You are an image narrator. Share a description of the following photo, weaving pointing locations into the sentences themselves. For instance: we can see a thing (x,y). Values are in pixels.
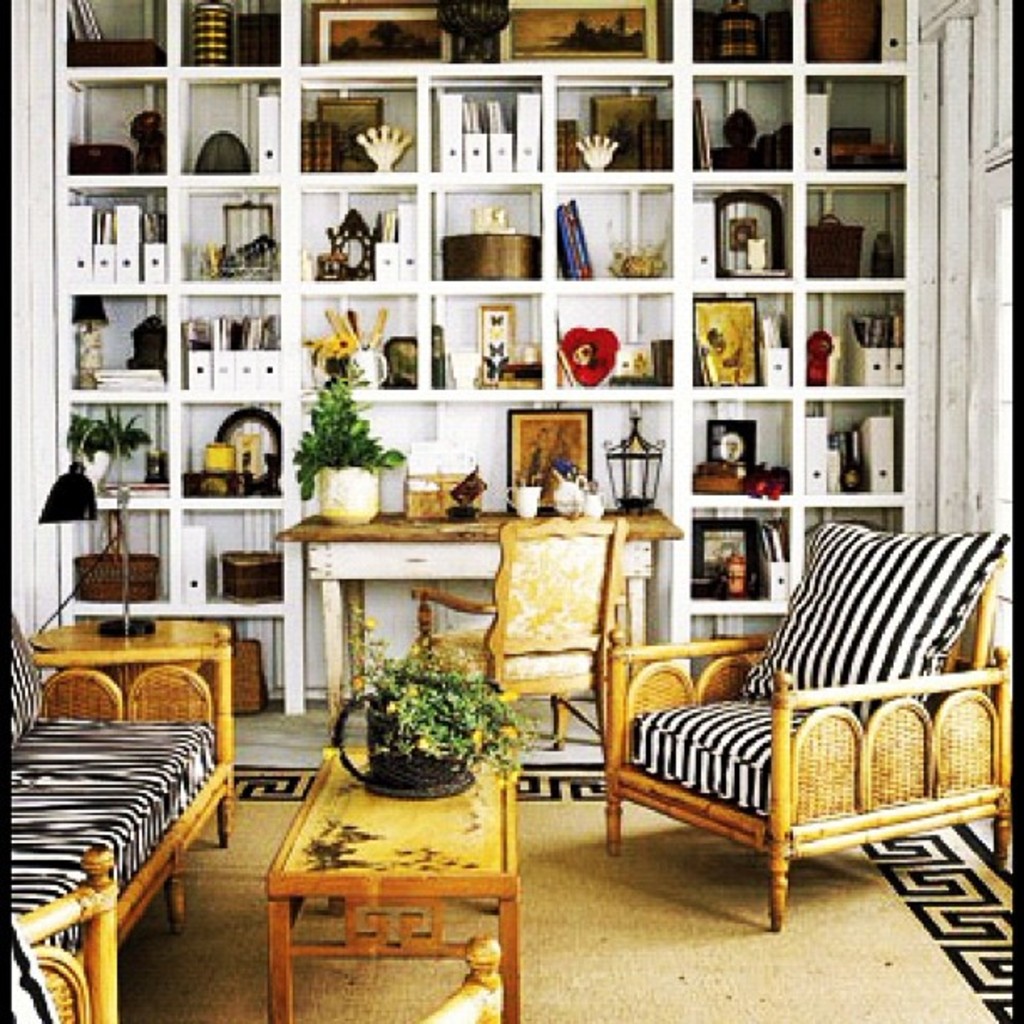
In the image we can see there is sofa (89,755) and chairs (798,742) and at the back (345,300) there is a shelf (668,68) in which decorative items (89,339) are kept.
